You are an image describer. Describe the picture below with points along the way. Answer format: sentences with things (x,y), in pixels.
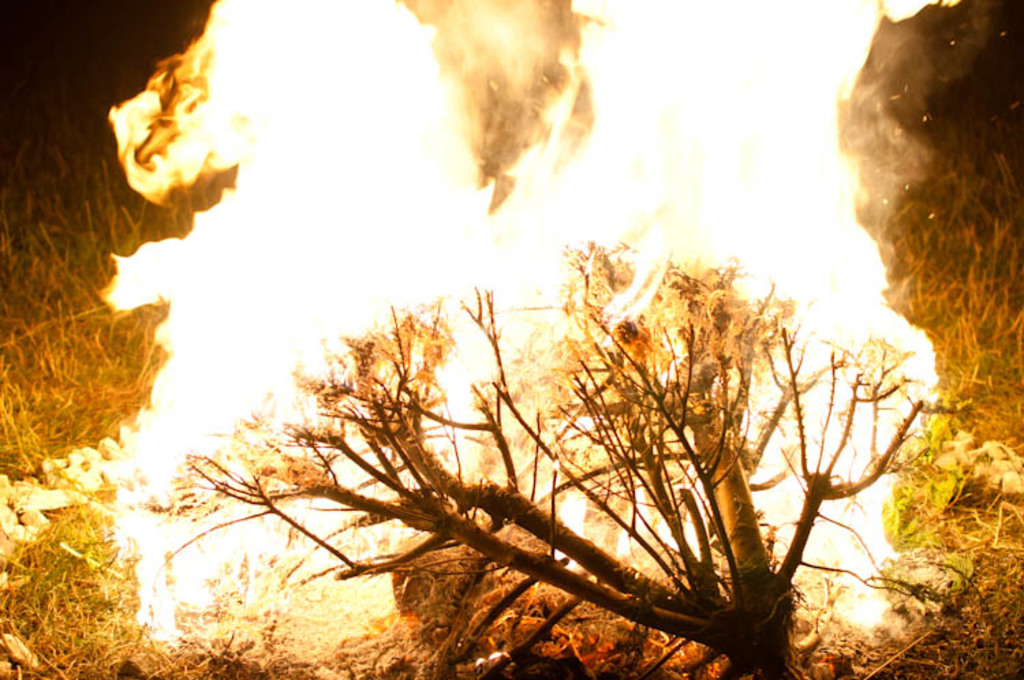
In the image we can see the flame (296,265), tree branch (581,594), grass (29,288) and the background (957,91) is dark.
